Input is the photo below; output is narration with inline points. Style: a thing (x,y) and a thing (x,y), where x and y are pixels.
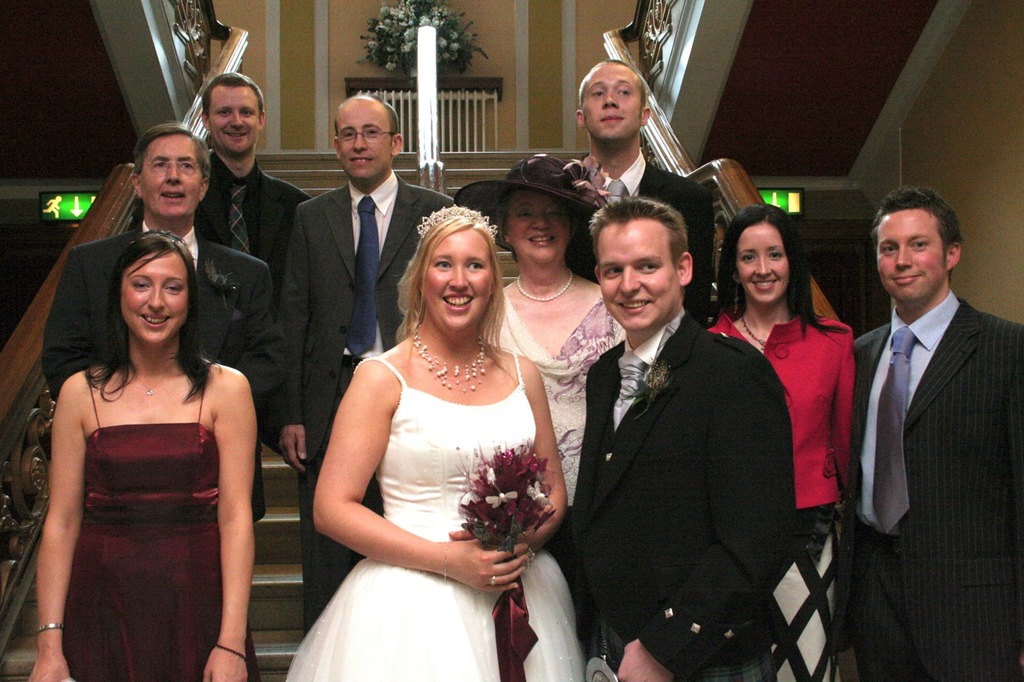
In this image there are group of people (739,331) standing on the steps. In the background (444,41) there is a flower vase (409,41). There are sign boards (61,194) on either side of the staircase (113,226).
